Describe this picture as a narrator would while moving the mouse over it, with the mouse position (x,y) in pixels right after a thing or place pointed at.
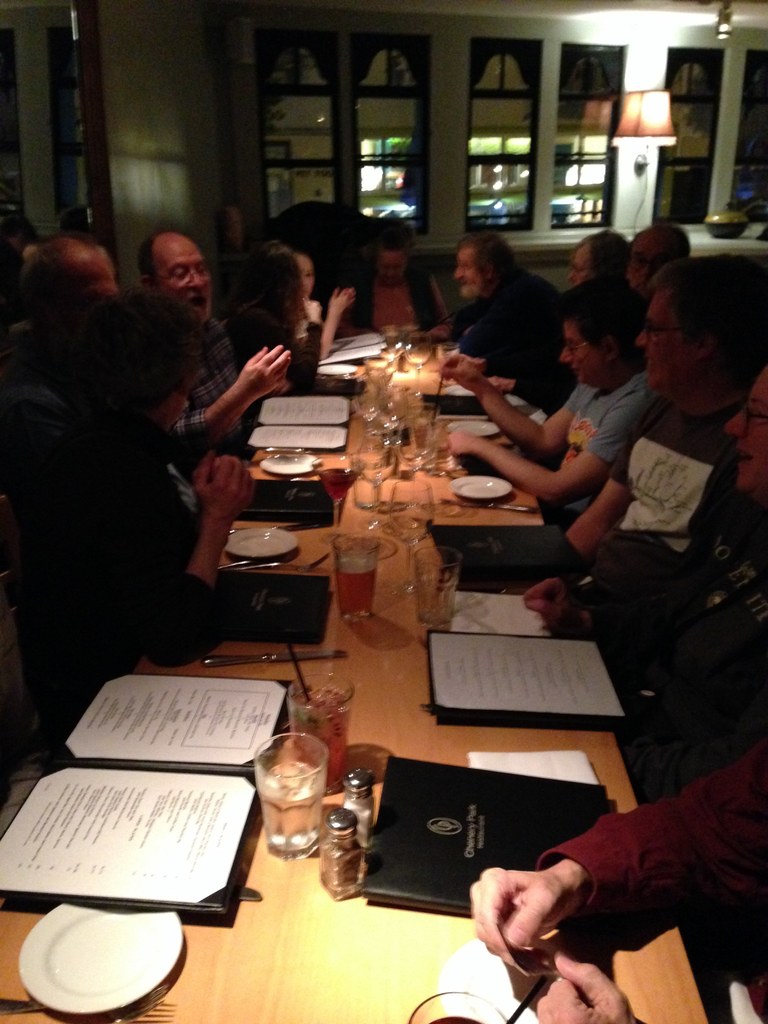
In this picture there are many people (322,323) sitting in front of the table (385,636). On the table (415,733) there is a menu card (205,783), glass (272,789), plate (143,933), fork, salt and pepper bottles (349,839), wine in a glass (336,488) and all are talking. In the background (528,156) there are many windows (568,156) and to the right side (651,126) there is a lamp (643,159). And to the left side (67,146) there is a door (74,151).
